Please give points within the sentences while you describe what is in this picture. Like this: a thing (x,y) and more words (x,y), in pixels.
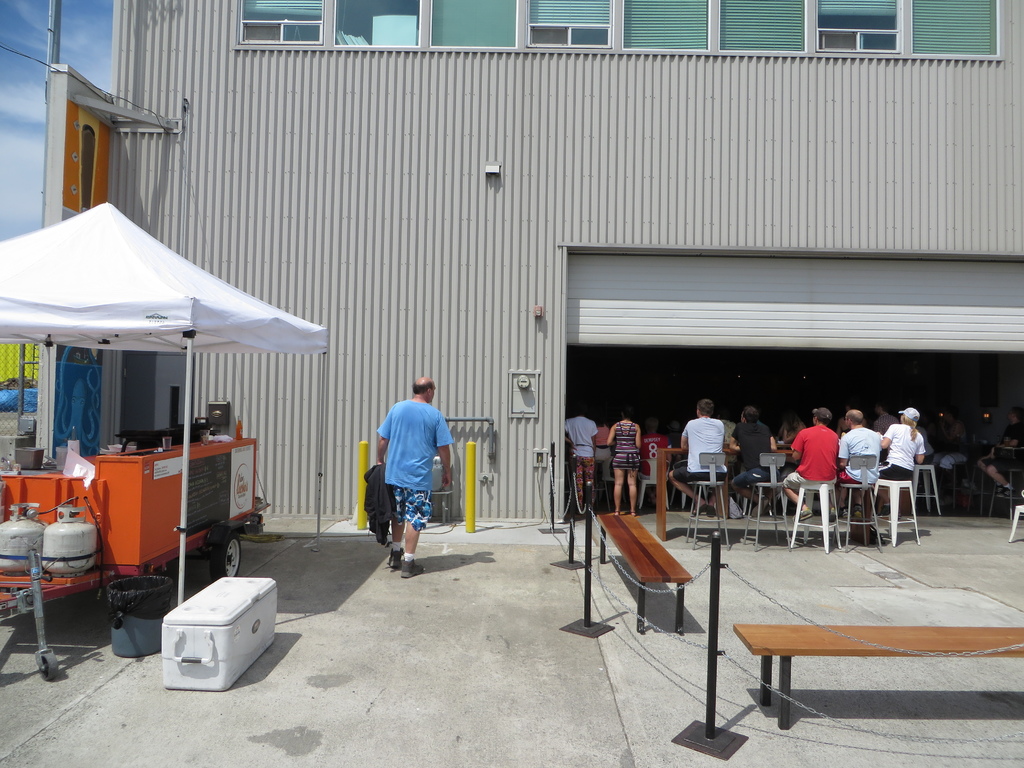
In this picture there is a man (399,486) who is standing near to the tent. Under the tent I can see the kitchen platform (96,484), cylinders (85,536) and other objects (163,433). On the right (843,419) I can see many peoples (830,417) who are sitting on the chair (653,468). in front of them I can see the shutter (688,314) and building (487,303). There are two women (591,437) who are standing near to the table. In the bottom right corner (962,643) I can see the benches (850,646). In the top left corner (34,43) I can see the pole (53,11), sky (25,69) and clouds (4,106).
